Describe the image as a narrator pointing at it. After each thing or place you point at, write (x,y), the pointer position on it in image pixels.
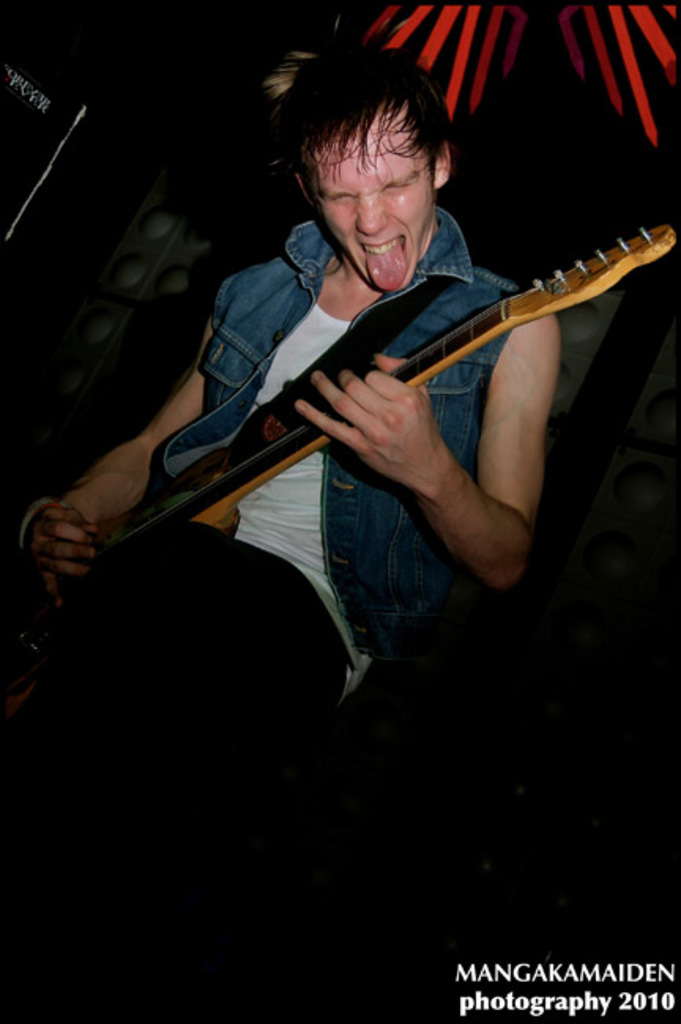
In this picture we can see a man (139,465) who is playing a guitar (557,280).
